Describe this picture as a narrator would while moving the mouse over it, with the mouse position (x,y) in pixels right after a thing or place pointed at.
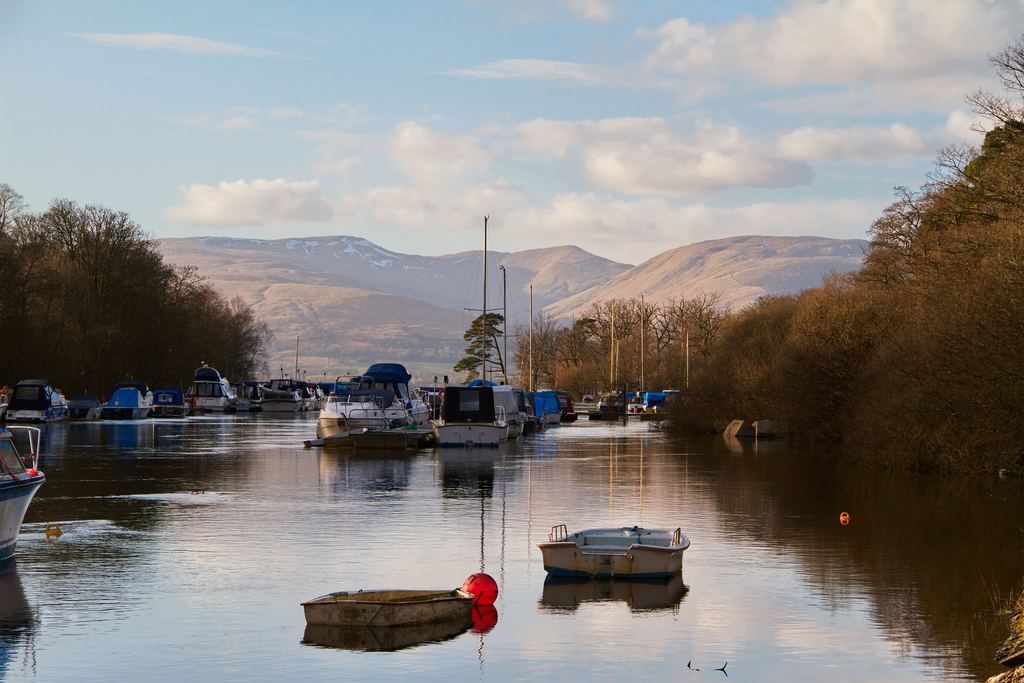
In this image we can see few boats (350,429) and a ship (322,418) on the water (322,502) between the trees (655,386) and in the background (513,311) there are mountains (503,287) and the sky (561,128) with clouds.
